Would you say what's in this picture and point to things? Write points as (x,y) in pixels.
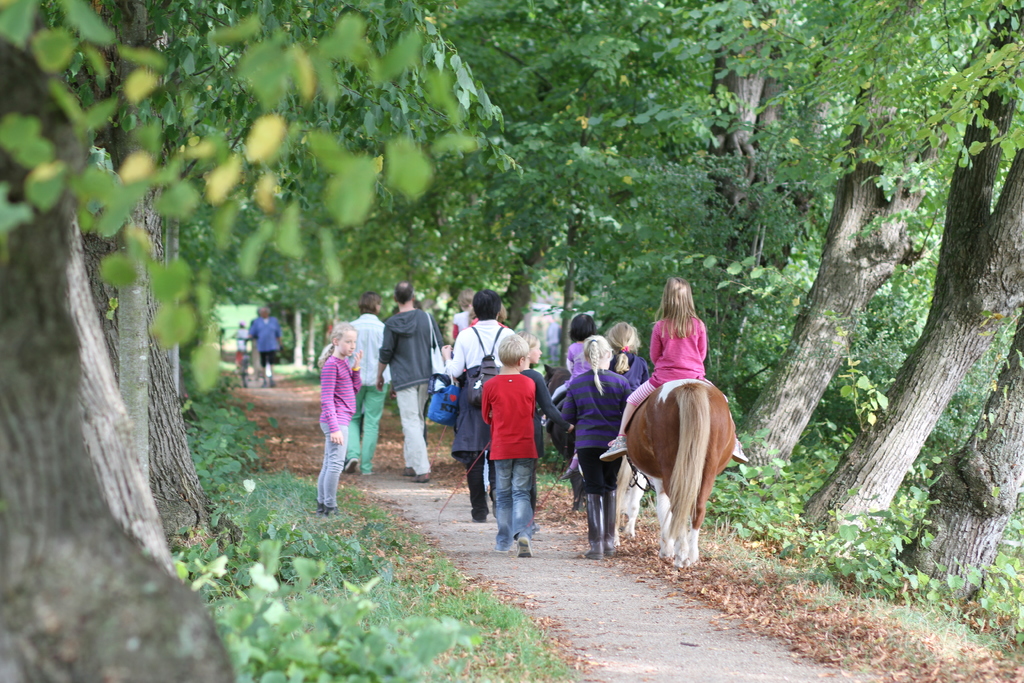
In this image we can see a few people (407,404), some of them are riding on the horse (659,416), a kid (244,346) is riding on the bicycle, there are some trees (194,665), plants (416,641), leaves (756,607) on the ground (580,545), and the grass (450,573).
